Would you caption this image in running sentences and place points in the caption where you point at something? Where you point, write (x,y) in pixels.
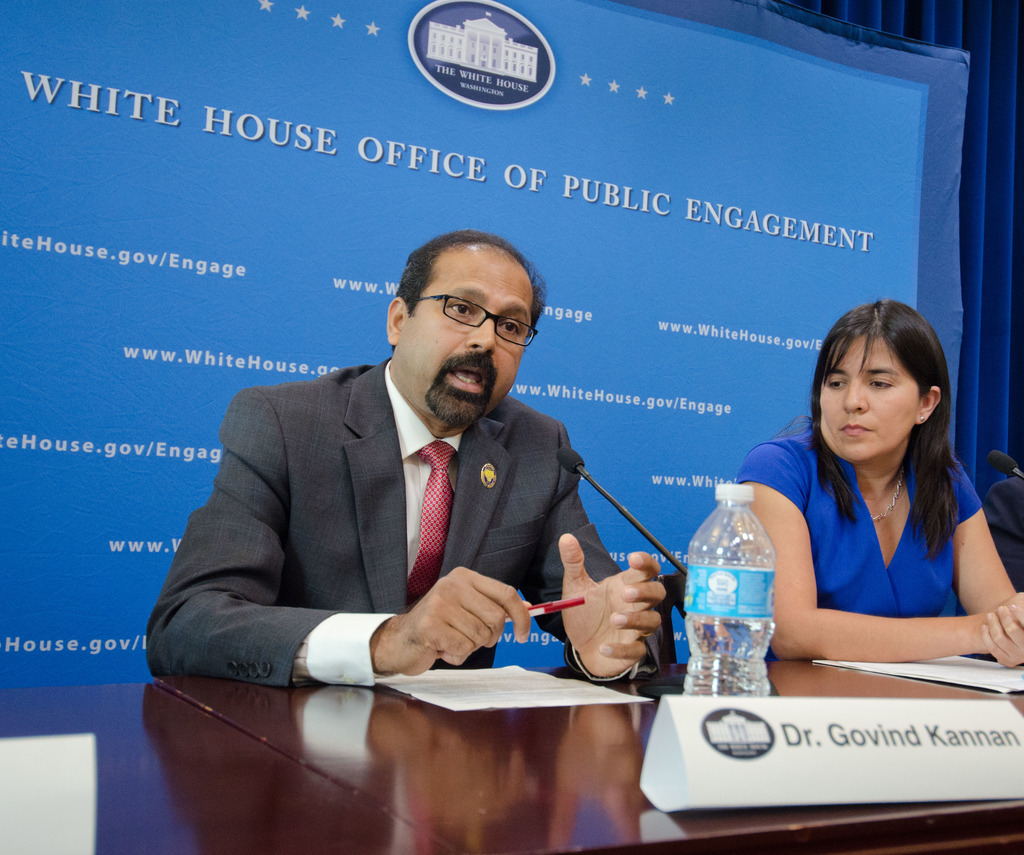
A man (512,375) and a woman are at table (604,710). The man (478,410) wears a suit (485,549) and the woman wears blue dress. There are mics (681,683), water bottle (710,642) and some papers (935,667) on them. There is screen (86,202) with title "white house office of public engagement" (737,227) on it.
